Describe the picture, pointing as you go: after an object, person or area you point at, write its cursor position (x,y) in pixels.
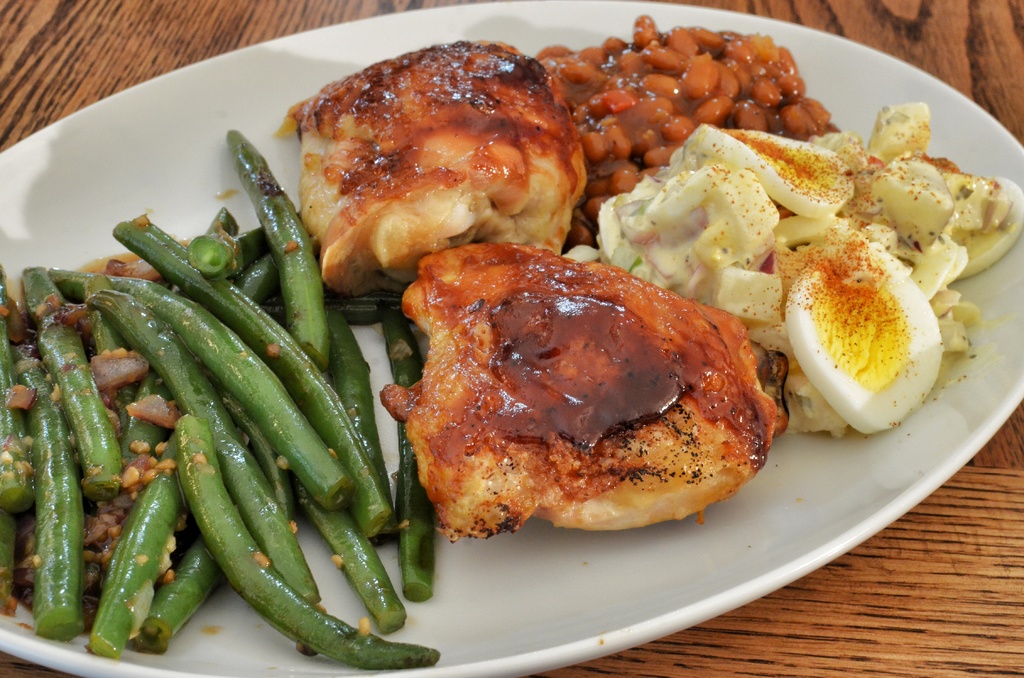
In this image there is a table (925,575), on the table (918,551) there is a plate (792,547) and on the plate (719,511) there is food (444,417).
